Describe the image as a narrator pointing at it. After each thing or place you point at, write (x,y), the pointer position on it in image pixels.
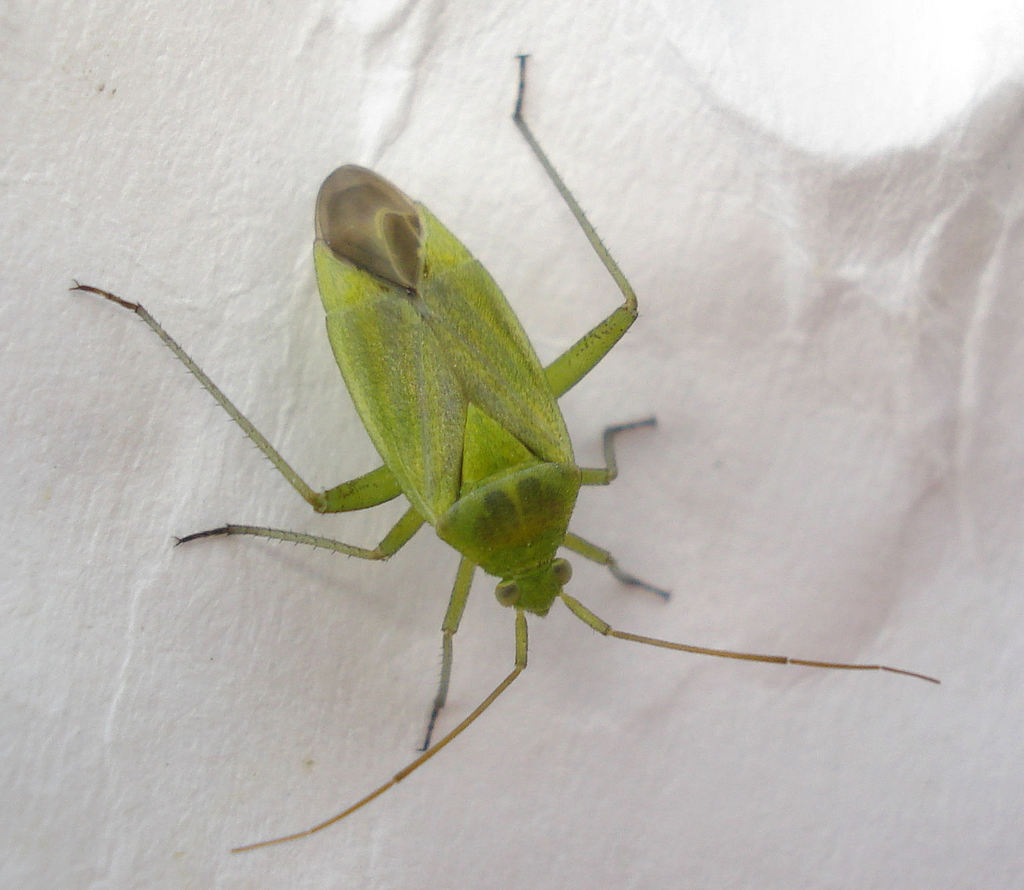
In this picture we can see a green insect (358,320) on a white surface (602,365).
